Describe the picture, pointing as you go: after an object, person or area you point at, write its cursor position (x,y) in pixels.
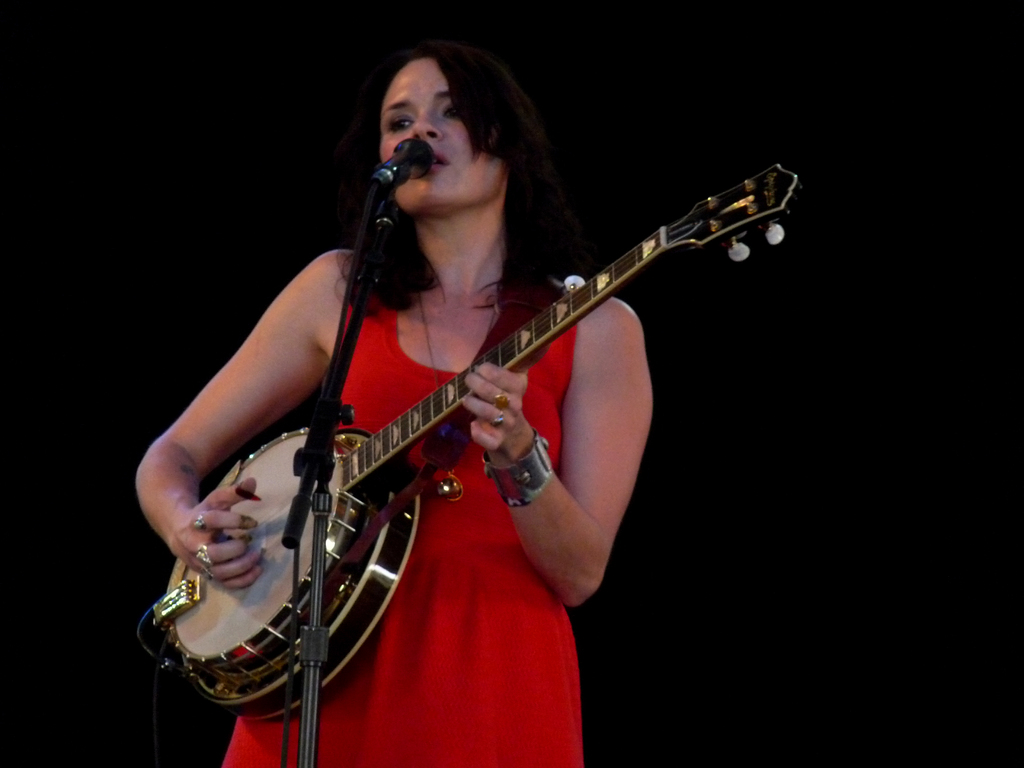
In this image we can see a woman (388,257) is playing musical instrument (372,494) and there is a mic (426,152) on a stand (320,452). In the background (52,97) the image is dark.
